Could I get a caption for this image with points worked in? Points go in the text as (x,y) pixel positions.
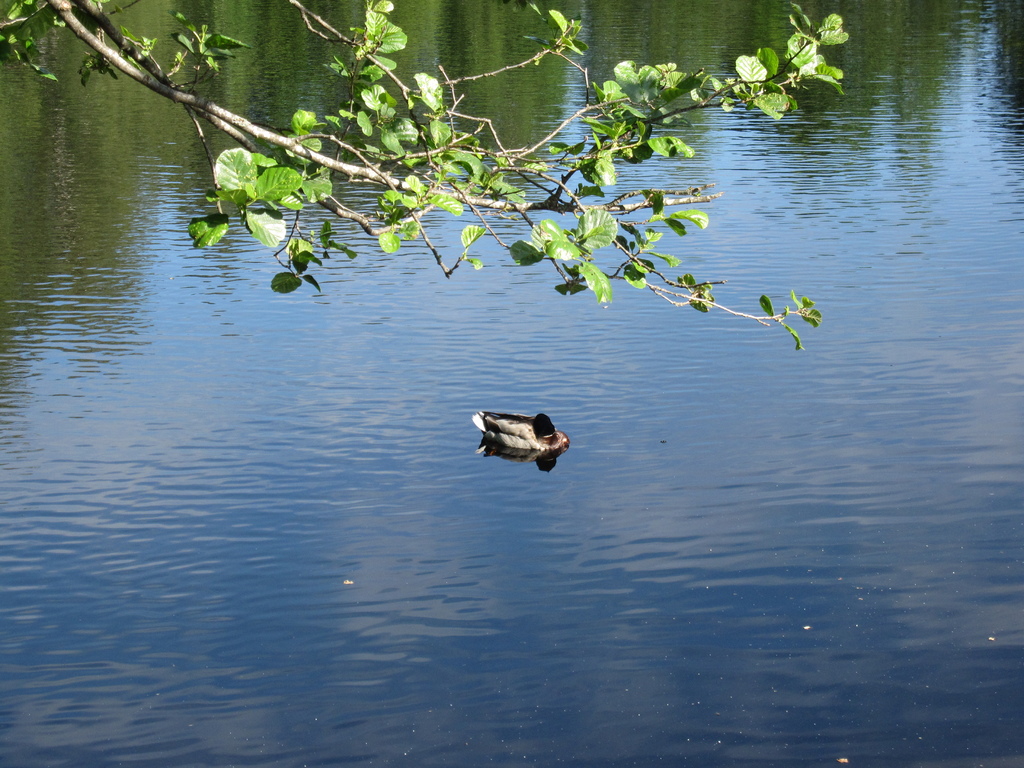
In this image we can see a bird (509,427) on the surface of the water (541,514). We can also see the leaves (452,172) and also the stems (700,195) at the top (375,160).
